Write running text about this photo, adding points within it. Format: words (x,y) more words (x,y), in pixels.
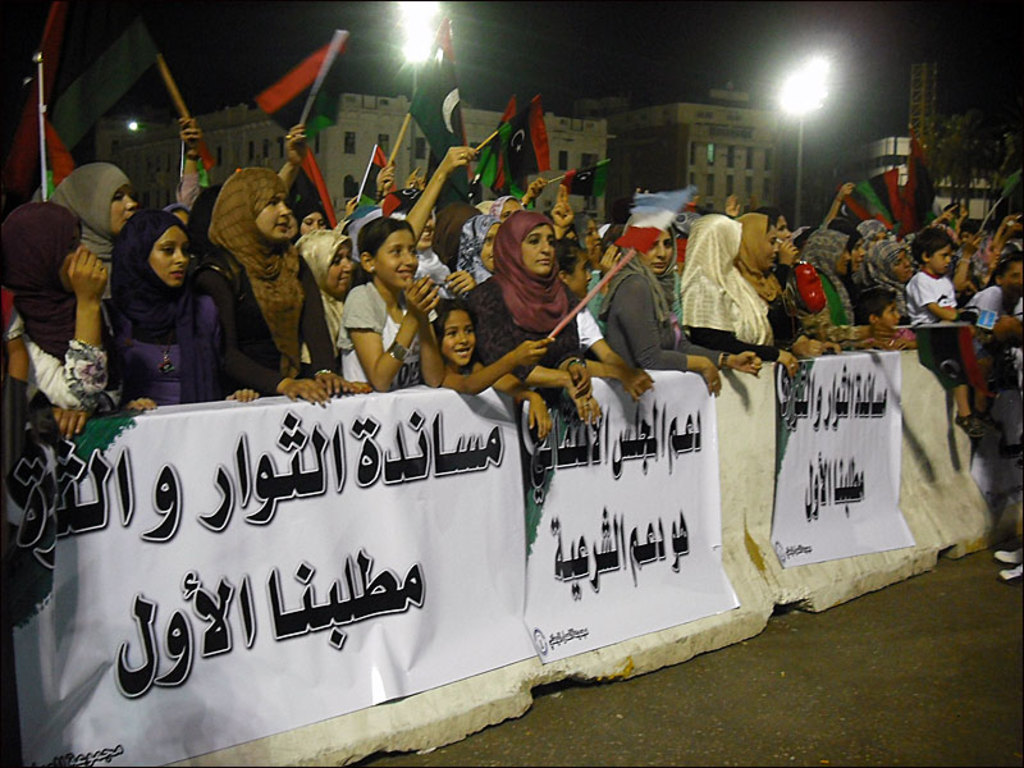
There is a crowd (273,239). Some are wearing scarves (328,268) and holding flags (455,101). In the front (545,569) there are barricades (914,502) with banners (609,517) on that. In the background (418,144) there are buildings (744,145) with windows (712,153) and street light poles (806,73).
